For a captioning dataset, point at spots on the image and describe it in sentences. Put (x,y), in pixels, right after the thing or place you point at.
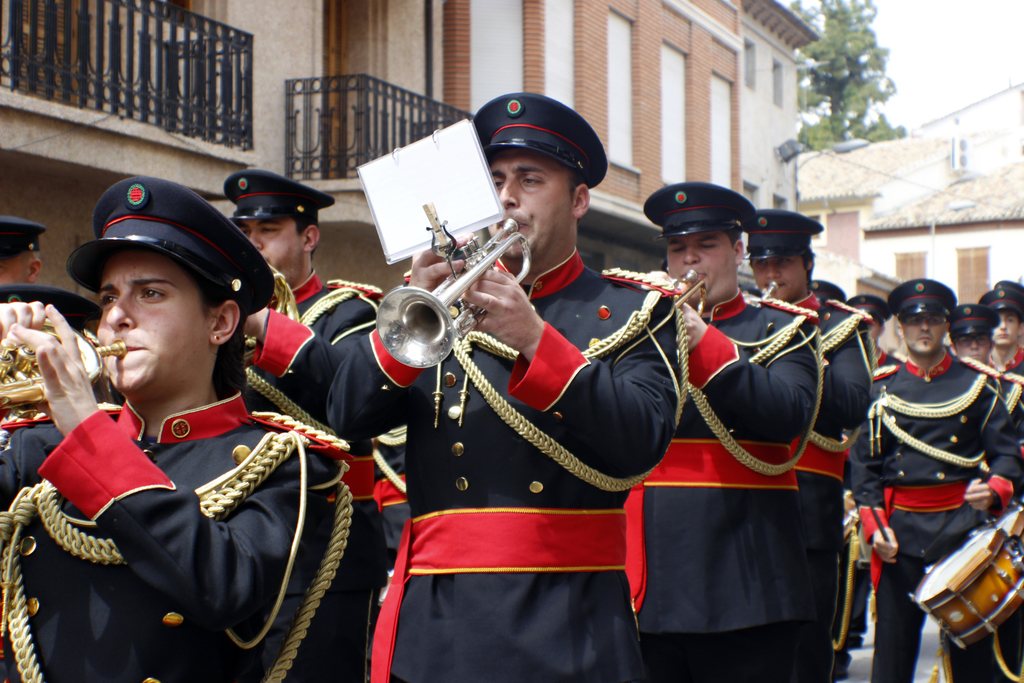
In this picture we can see a group of people (463,609) wore caps (902,291) and playing drums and trumpets (30,382) with their hands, buildings (404,39), paper (372,193) and in the background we can see trees (852,122).
